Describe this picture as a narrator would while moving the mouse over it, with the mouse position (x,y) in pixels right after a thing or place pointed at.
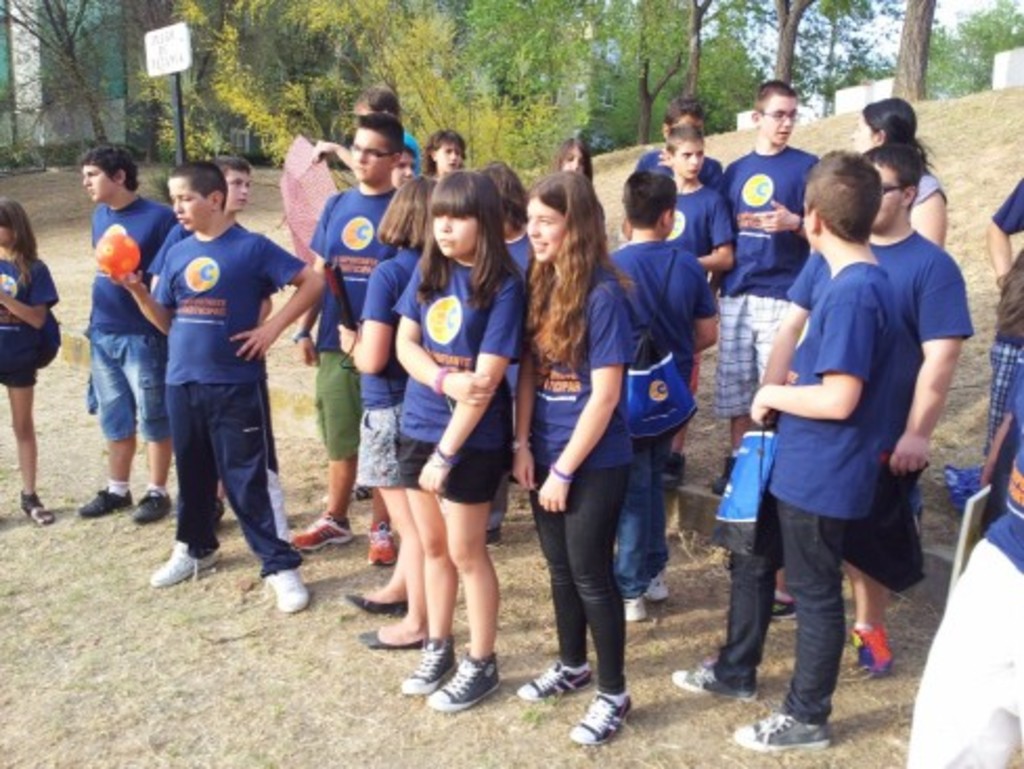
In this picture we can see a group of people (779,183) standing on the ground (210,604), bags (636,433), umbrella (285,186), name board (160,46), some objects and in the background (365,74) we can see trees (416,70).
